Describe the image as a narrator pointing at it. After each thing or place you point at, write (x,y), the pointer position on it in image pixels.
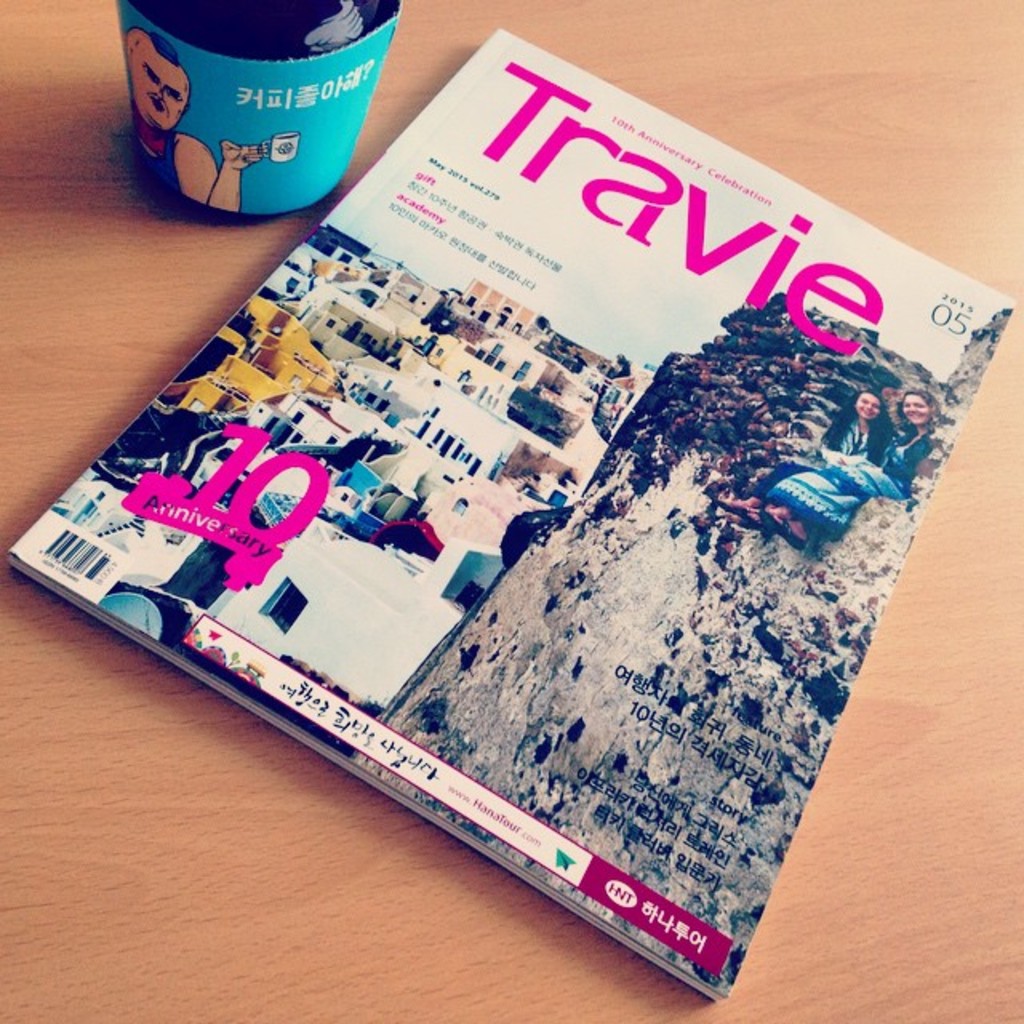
On a table (169,826), there is a magazine (647,445) and beside the magazine (326,485) there is a cup (251,134), on the magazine (443,432) there are images (517,694) of a hill (610,772) and few houses (547,451). On the hill (806,458) there are two women (851,480), they are sitting and smiling.
